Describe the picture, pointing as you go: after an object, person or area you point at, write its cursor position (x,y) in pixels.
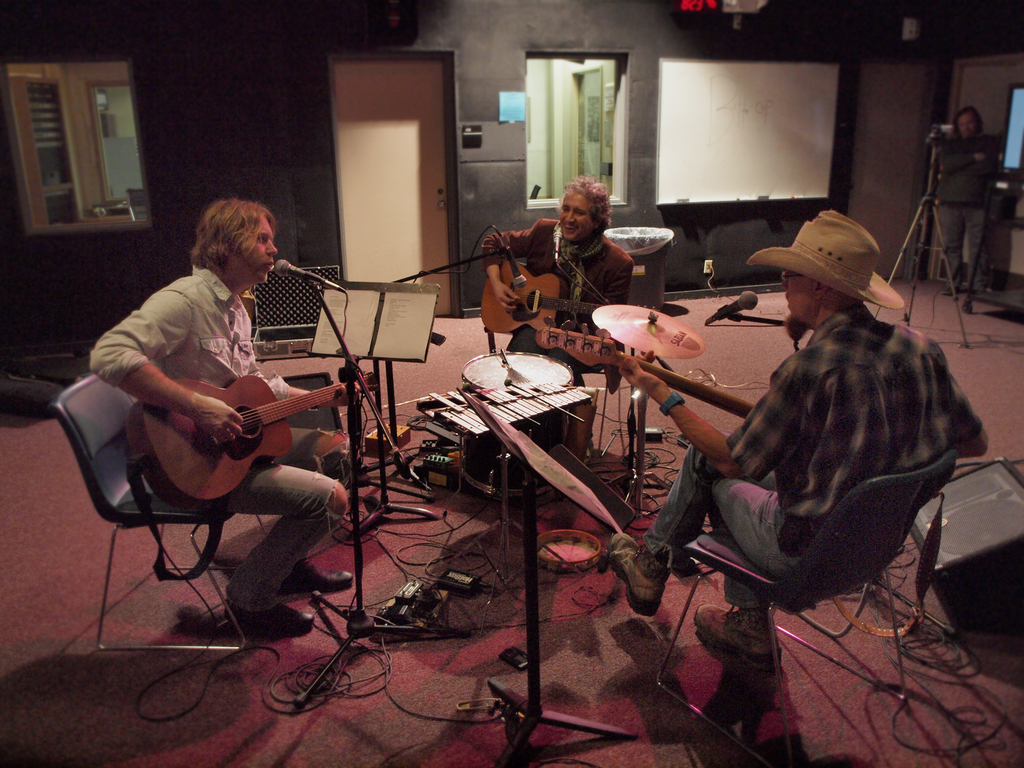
In this picture, we see three men (761,550) are sitting on the chairs (724,559) and they are playing guitars (180,456). In front of them, we see microphones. Two of them are singing the song on the microphone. In between them, we see drums (481,364) and other musical instruments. Behind them, we see a grey color wall (295,139) on which white board (736,161) is placed. We even see the door (440,223) and windows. On the right side (970,194), the man (979,179) in black jacket (958,182) is standing beside the camera stand (900,255).
